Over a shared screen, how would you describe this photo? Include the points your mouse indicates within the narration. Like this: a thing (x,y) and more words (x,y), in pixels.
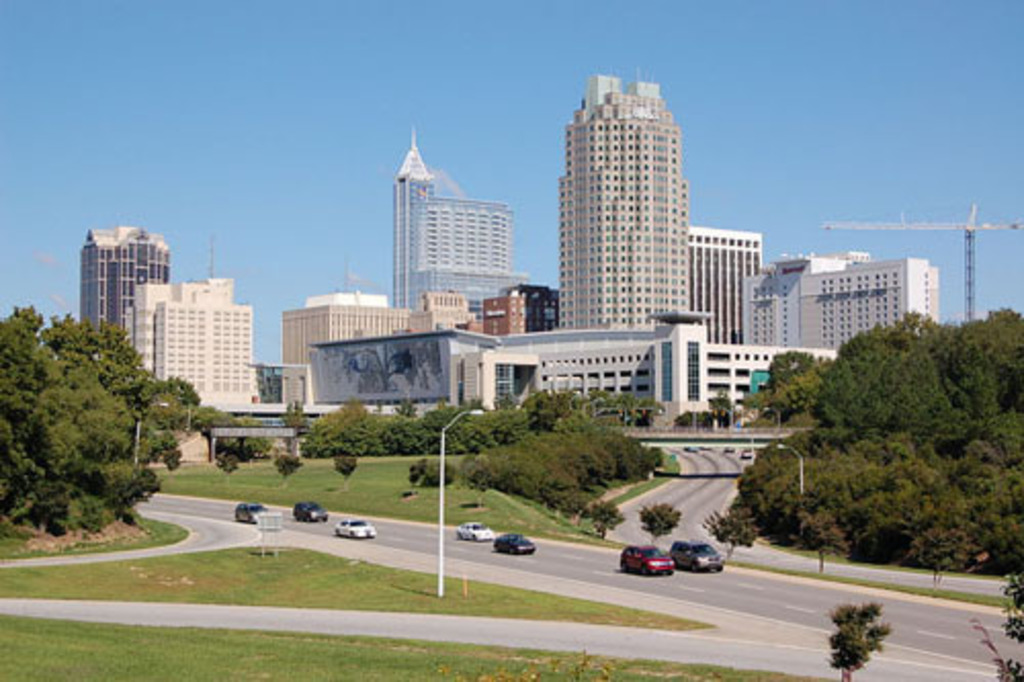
In this picture we can see some buildings (451,253) here, there are some cars (305,513) traveling on the road (258,622), we can see a pole (441,452) and light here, at the bottom (273,594) there is grass (267,658), we can see trees (811,482) here, on the right side (971,283) there is a tower (964,272), we can see the sky (778,69) at the top of the picture (764,68).
